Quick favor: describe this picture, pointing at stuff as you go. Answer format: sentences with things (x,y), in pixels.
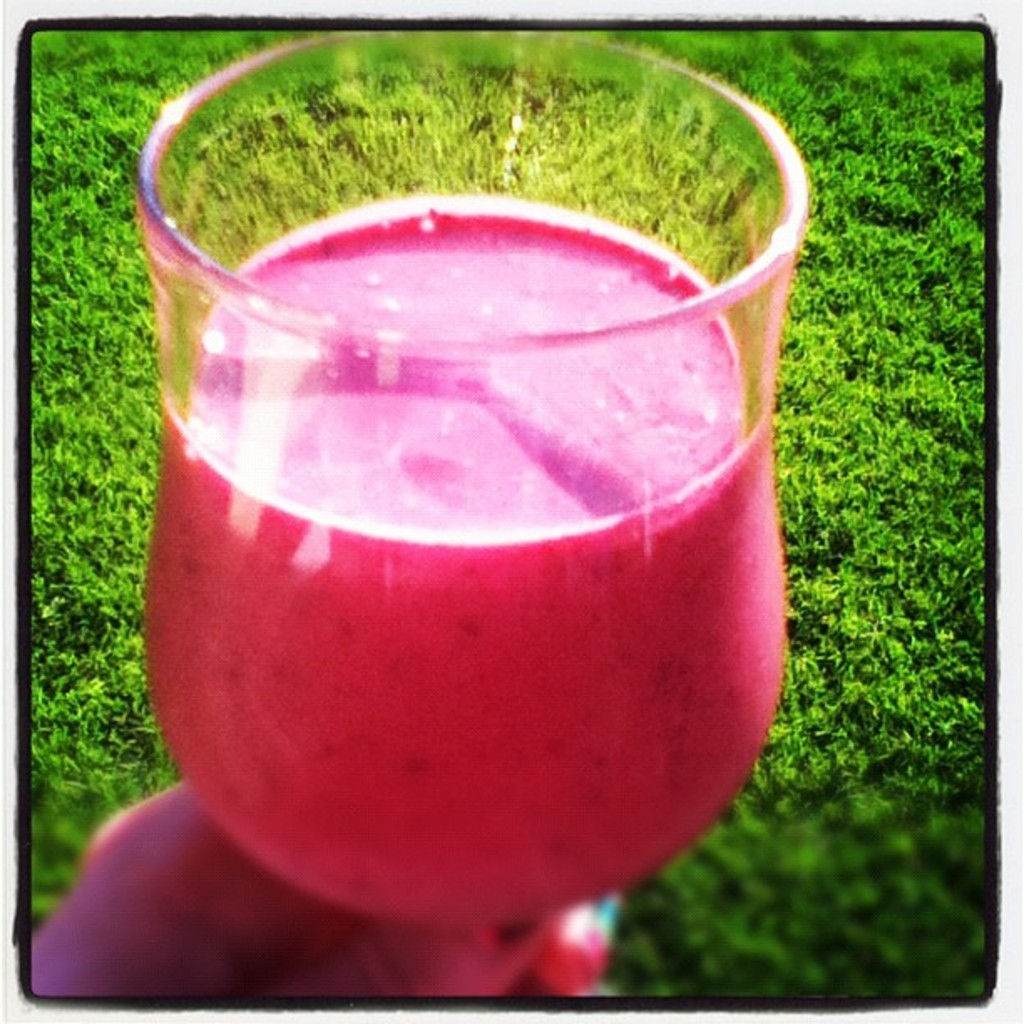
In this image we can see a person's hand (165,907) holding a glass (411,843) containing a drink (520,558). In the background (921,570) there is grass (150,518).
